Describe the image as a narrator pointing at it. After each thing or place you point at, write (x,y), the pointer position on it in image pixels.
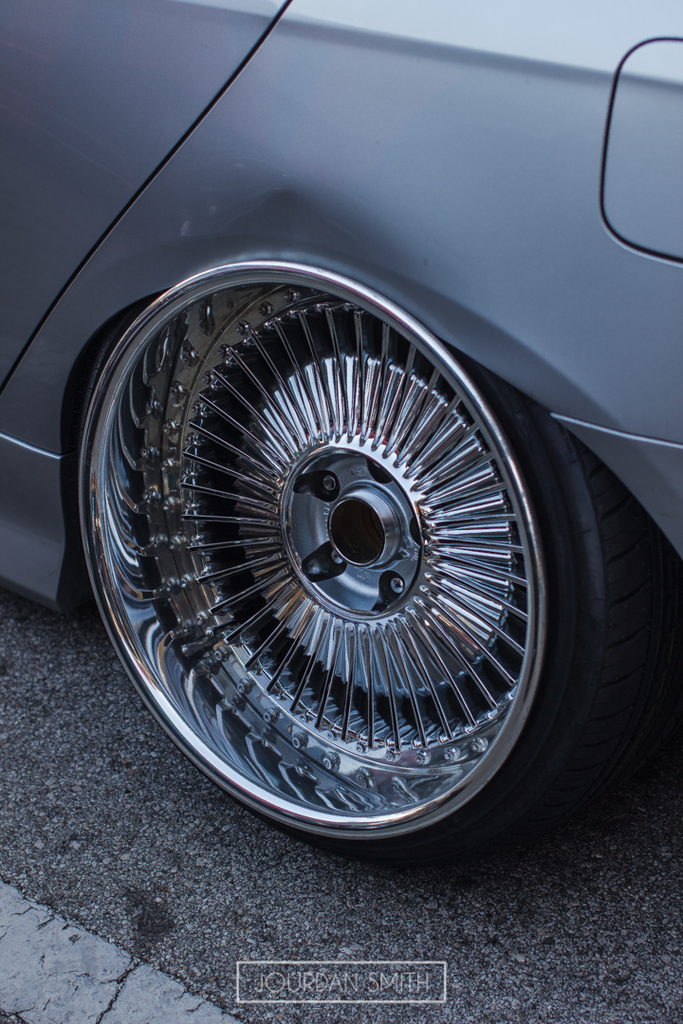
In this image I can see cropped image of vehicle (577,206) on the road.
